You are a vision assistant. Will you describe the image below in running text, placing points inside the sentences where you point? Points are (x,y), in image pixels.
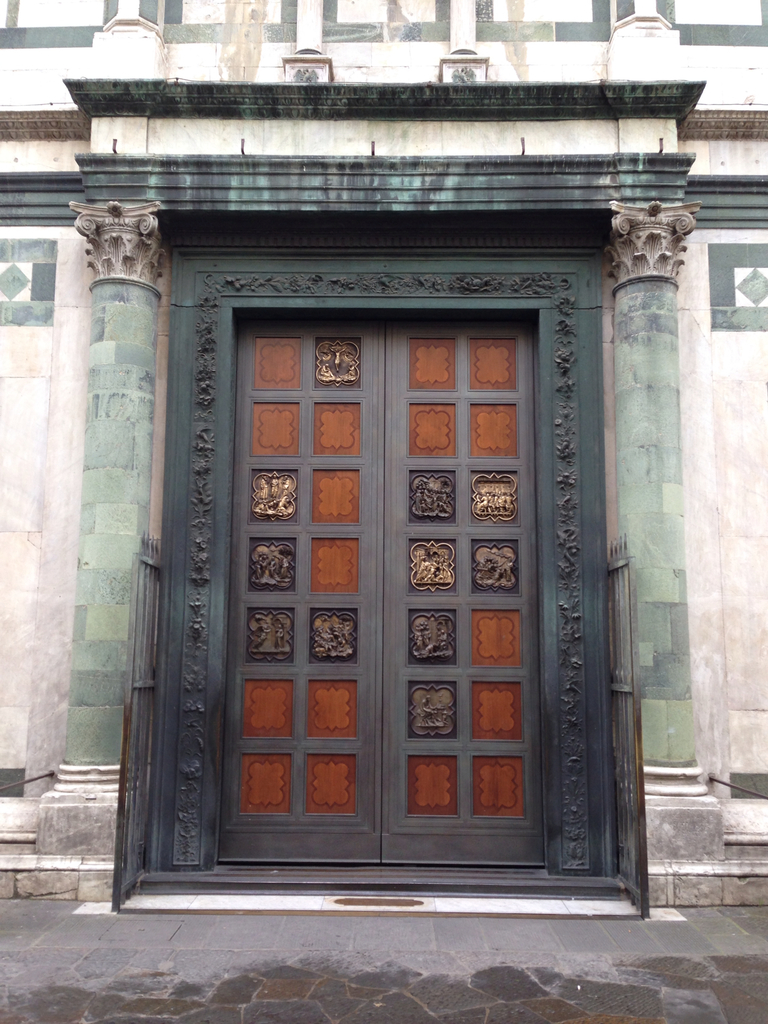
This image contains a door (452,526) to the wall (700,495). Before it there is a pavement (700,980). On door (398,637) there is some sculptures (315,624) on it.
